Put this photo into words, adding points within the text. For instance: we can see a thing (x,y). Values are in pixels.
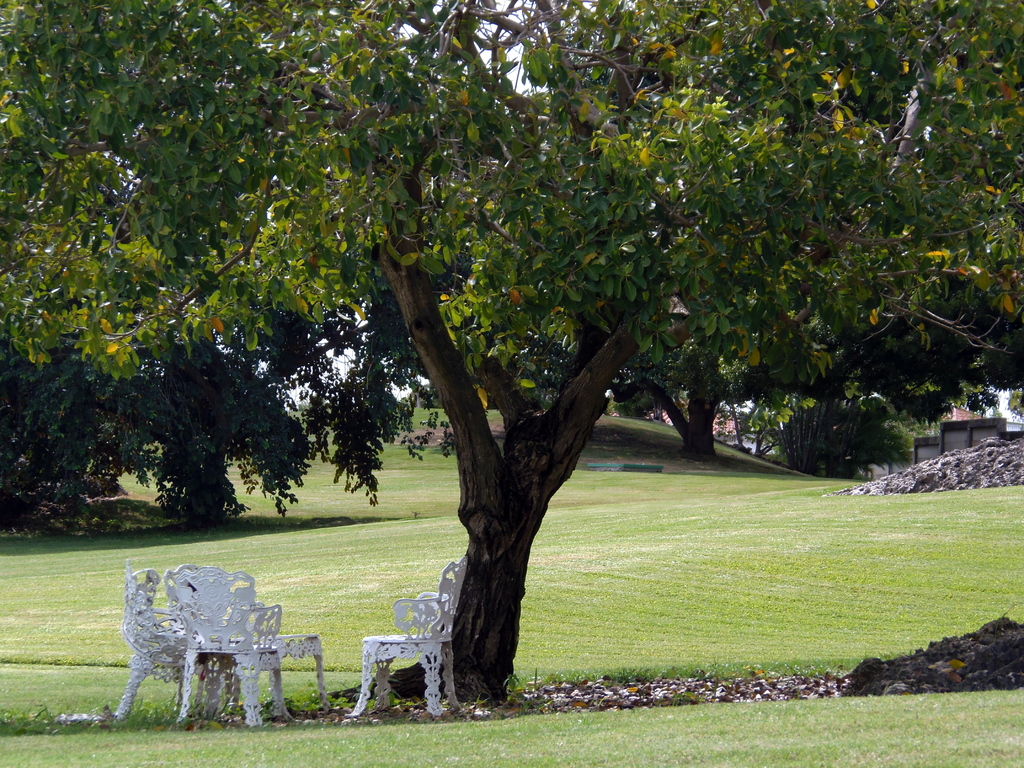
In this image, we can see some trees (475,661), houses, chairs (178,652). We can see the ground (838,689) with some objects (925,470). We can also see some grass (313,688) and the sky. We can see a table (224,675).
